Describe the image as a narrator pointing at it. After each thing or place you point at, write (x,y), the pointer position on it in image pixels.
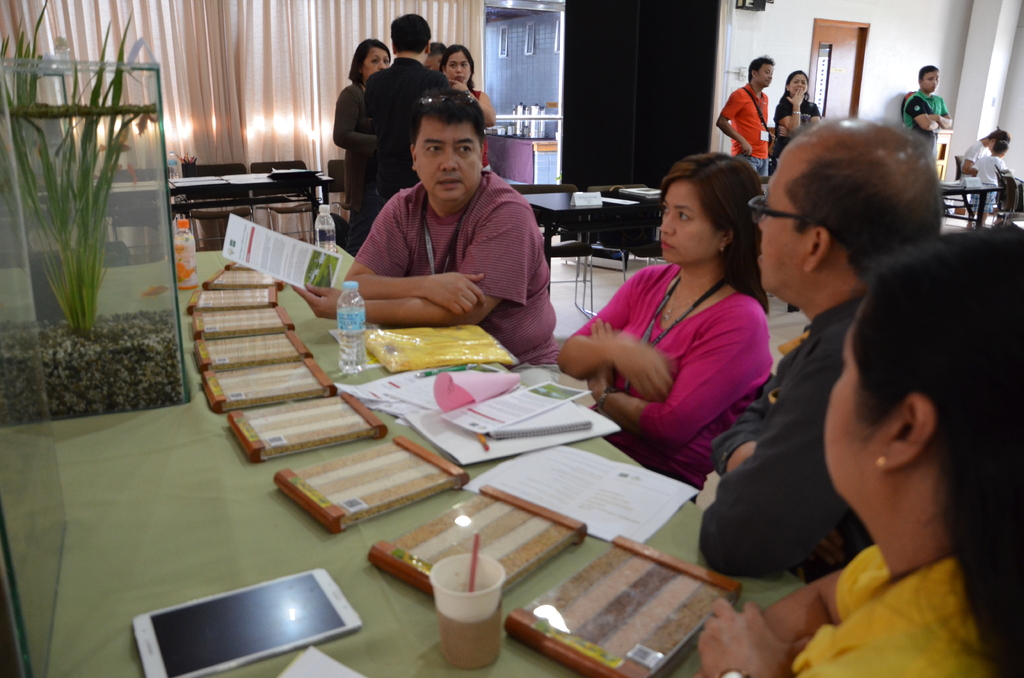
As we can see in the image, there are some people (481,130). Few of them are sitting and few of them are standing and there is a table (68,640) over here. On table (79,647) there is a mobile phone (205,616), paper (540,464), books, bottle (355,335) and a glass (492,627) and on the left side (71,105) there is a plant (52,156) and there are cream colored curtains (349,33).
